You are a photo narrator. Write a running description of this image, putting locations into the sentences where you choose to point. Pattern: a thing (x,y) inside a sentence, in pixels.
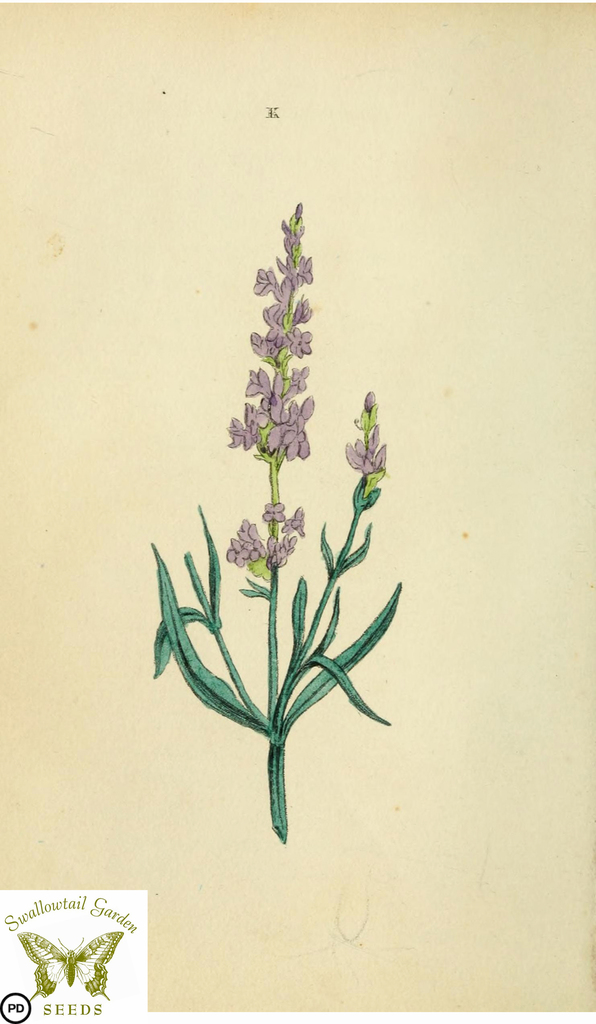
In the image on the paper (315,566) there is a painting (247,420) of a flower (295,681) with leaves (218,622). In the bottom left corner of the image (129,890) there is a logo (62,951) and text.
